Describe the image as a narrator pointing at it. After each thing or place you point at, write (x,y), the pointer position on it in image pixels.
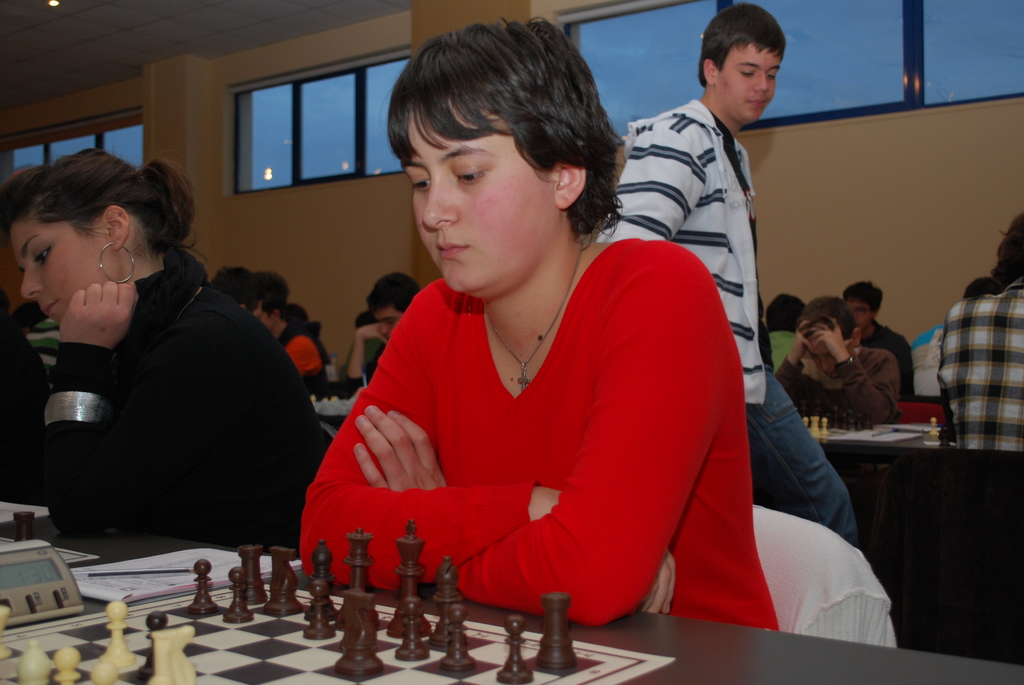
In this image there are group of persons (701,375) who are playing chess (364,560) at the middle of the image (434,282) there is a person (600,417) wearing red color dress (548,465) also playing chess (360,573).
